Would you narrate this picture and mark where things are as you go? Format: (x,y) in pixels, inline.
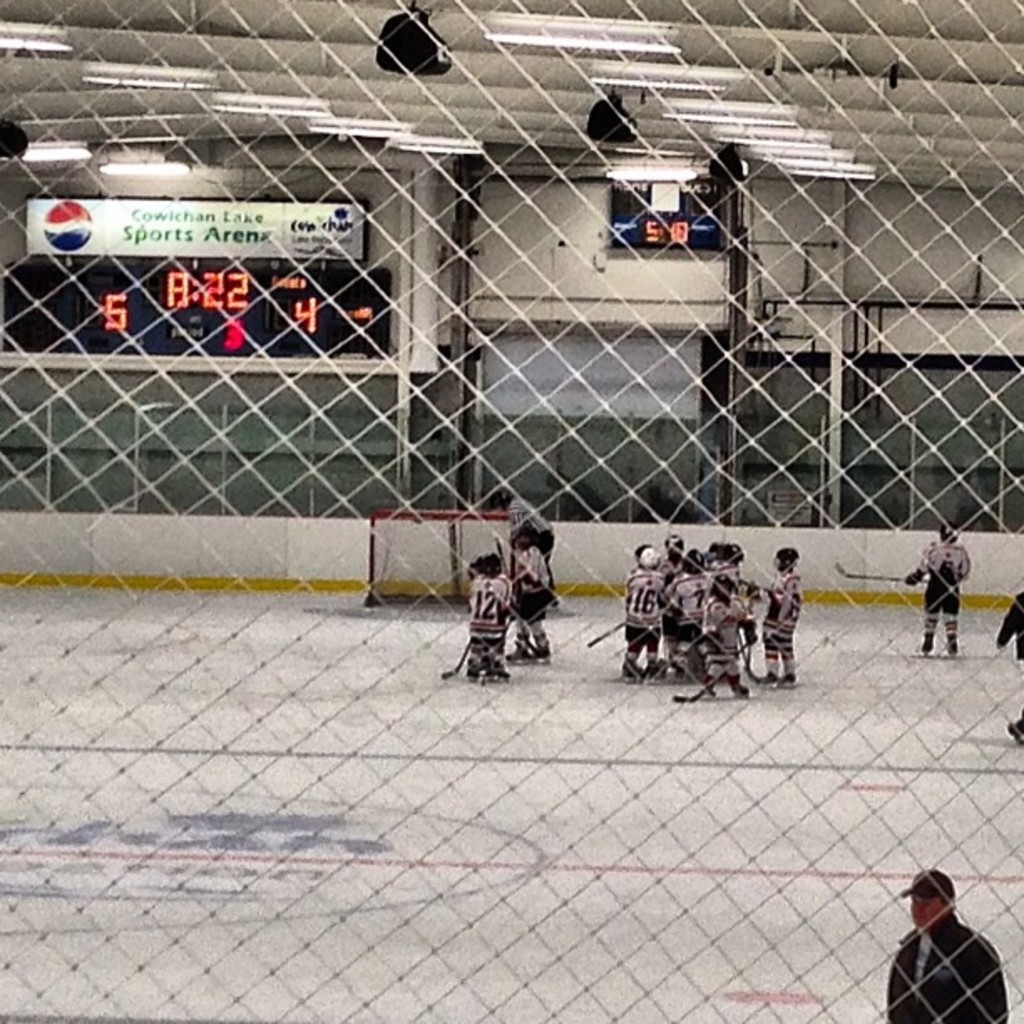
In this image we can see an inside view of a stadium (396,497), there is a fence (682,605), there are a group of persons (669,628), the persons (677,598) are holding an object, there is a man (922,920) towards the bottom of the image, there is a net (467,550) on the floor (385,636), there are screens (257,321), there is numbers (240,331) on the screen (636,219), there is a board (196,229), there is text (236,220) on the board (118,224), there is a wall (673,302), there is a roof (172,60) towards the top of the image (672,71), there are lights (631,37).
